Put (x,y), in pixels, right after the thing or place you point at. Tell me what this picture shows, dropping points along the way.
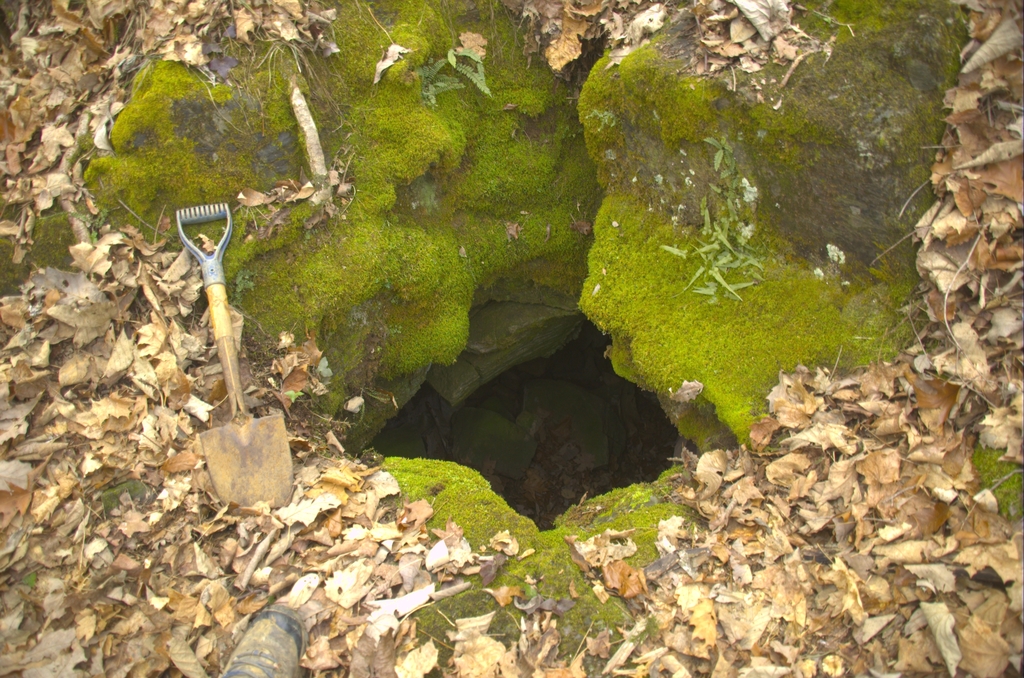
In this picture we can see a pit (536,361), beside to the pit (499,474) we can find a digging tool (220,294), fungus (693,351) and leaves (864,487).
